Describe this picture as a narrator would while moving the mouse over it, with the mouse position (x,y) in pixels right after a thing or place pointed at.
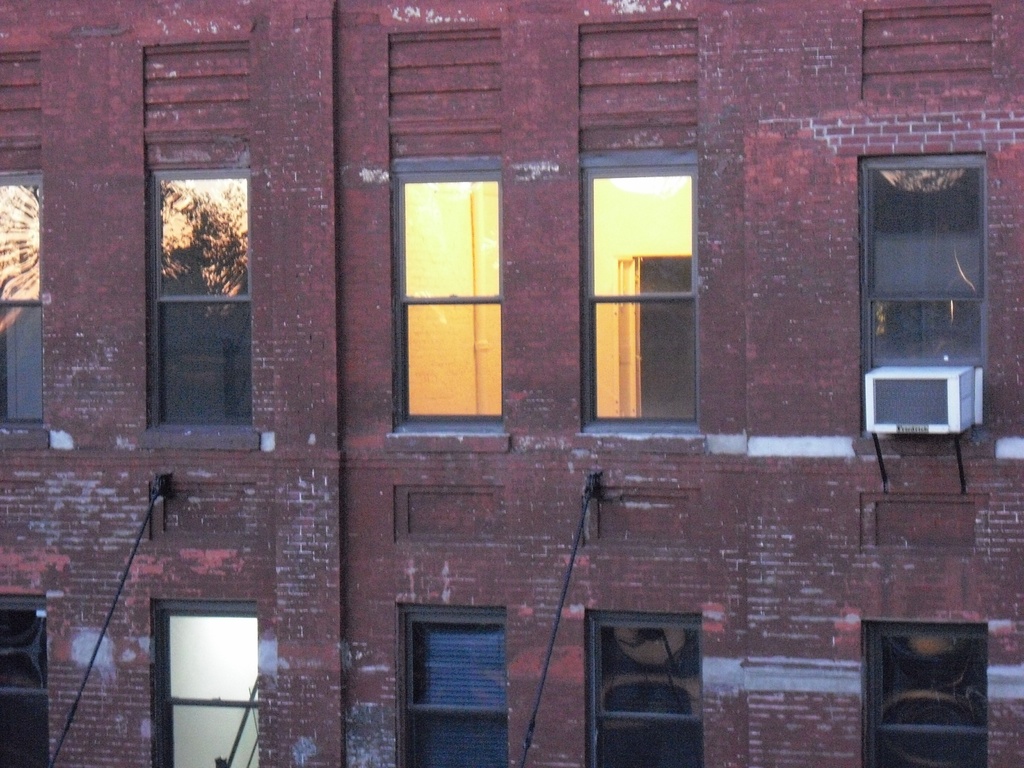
This is the picture of a building (904,577). In this image there is a building (695,388). There is a reflection (223,184) of sky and tree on the window (177,348). There are lights (445,212) inside the building (554,139).
